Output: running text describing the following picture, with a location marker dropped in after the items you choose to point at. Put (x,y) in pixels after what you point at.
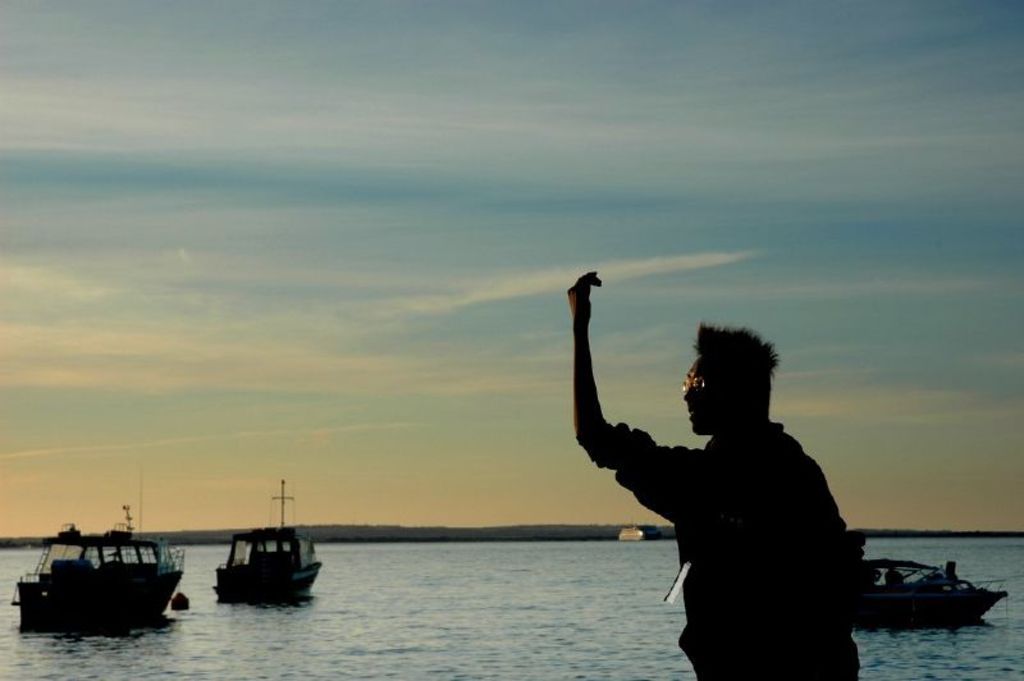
In this picture we can see a person (716,611), here we can see boats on water (407,582) and we can see sky (658,34) in the background (823,428).
